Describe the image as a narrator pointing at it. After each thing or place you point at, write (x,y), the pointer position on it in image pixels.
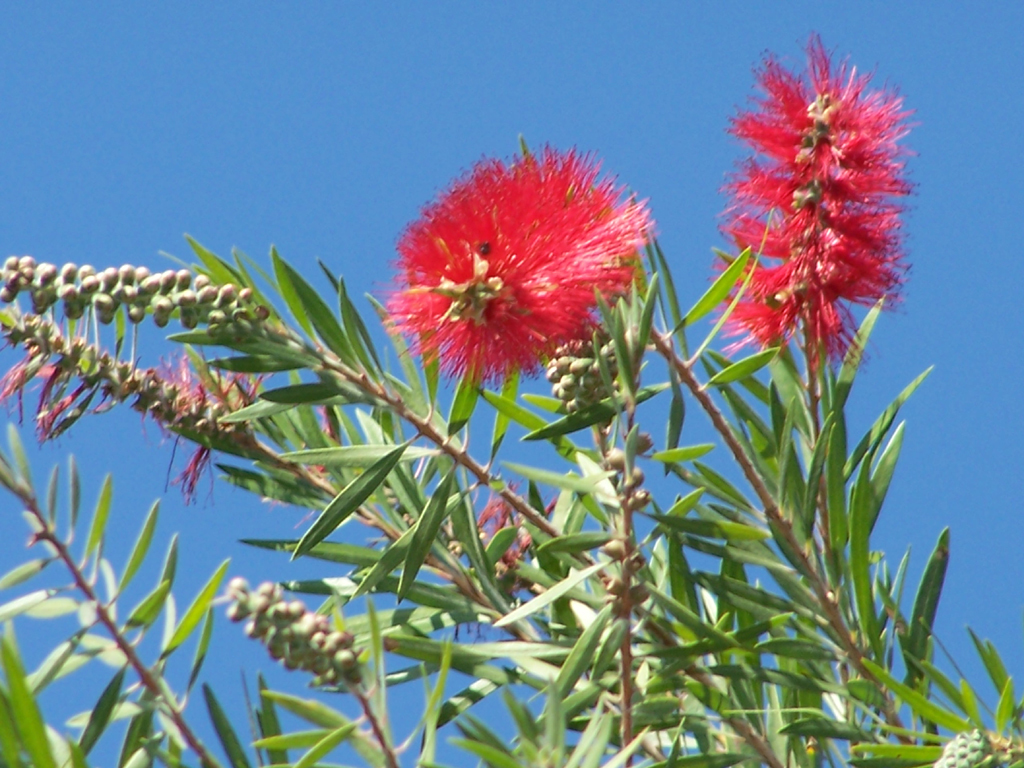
In this image we can see flowers (773,230) and buds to a plant (281,433). At the top of the image (306,150) we can see the sky (263,115).
